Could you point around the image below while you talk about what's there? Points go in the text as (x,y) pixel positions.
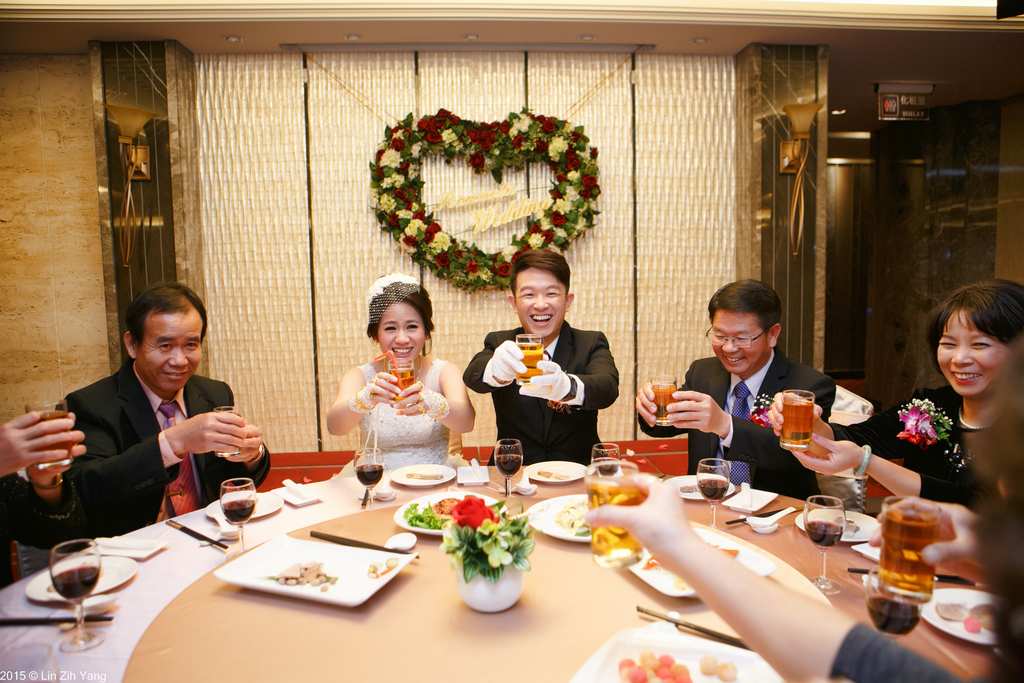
In the image we can see there are lot of people (756,376) who are sitting and they are holding a glass (531,367) in their hand (676,408). On the table (168,557) there are tray (342,581) on which there are food items (650,676) kept.
